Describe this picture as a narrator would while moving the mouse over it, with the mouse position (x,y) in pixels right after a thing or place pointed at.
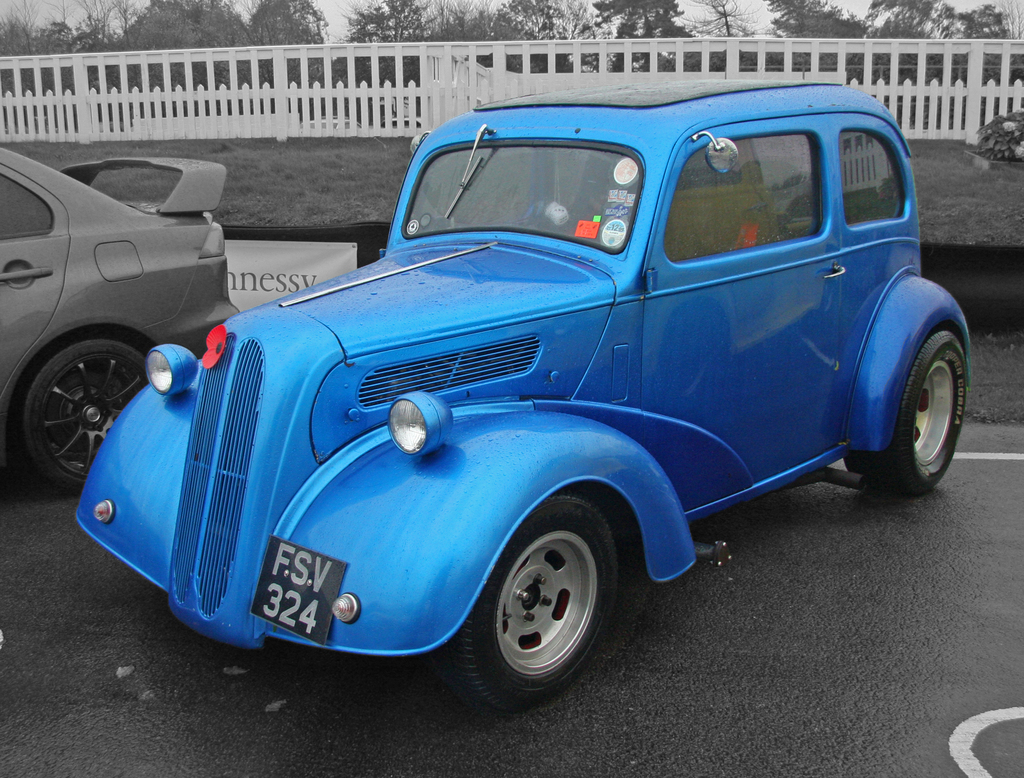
In this image we can see two cars (268,341) which are of different colors parked on the road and at the background of the image (791,71) there is fencing (579,73) and trees (659,35).
